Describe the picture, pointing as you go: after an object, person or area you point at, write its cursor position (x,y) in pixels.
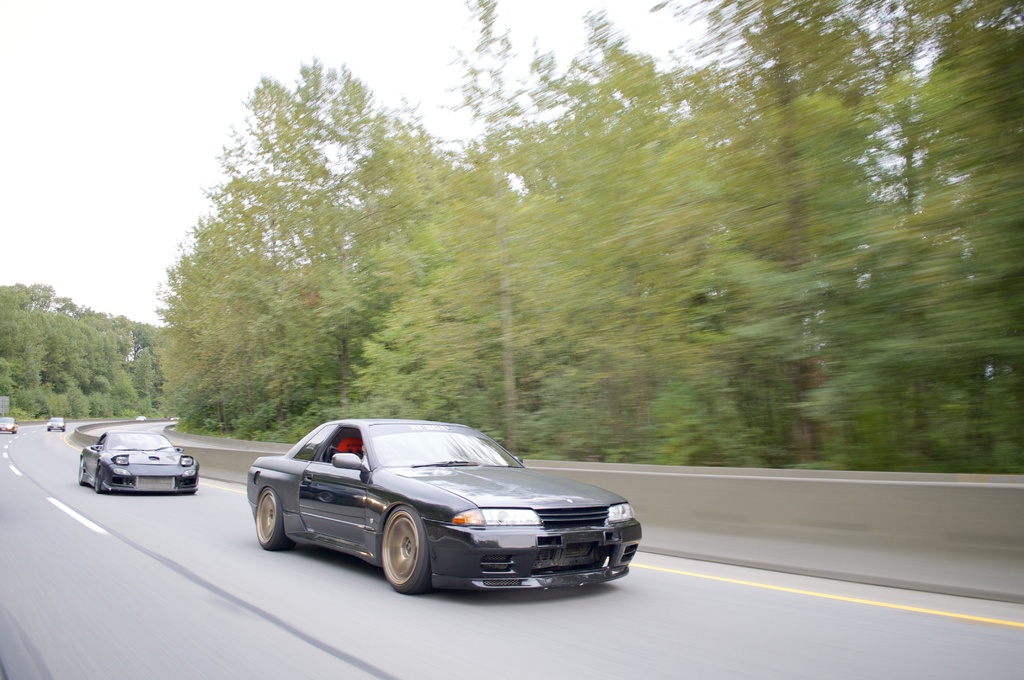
At the bottom of the image (414,515) on the road (55,487) there are cars (383,505). In the background (359,276) there are trees (290,268). At the top of the image (189,147) there is sky (140,152).
